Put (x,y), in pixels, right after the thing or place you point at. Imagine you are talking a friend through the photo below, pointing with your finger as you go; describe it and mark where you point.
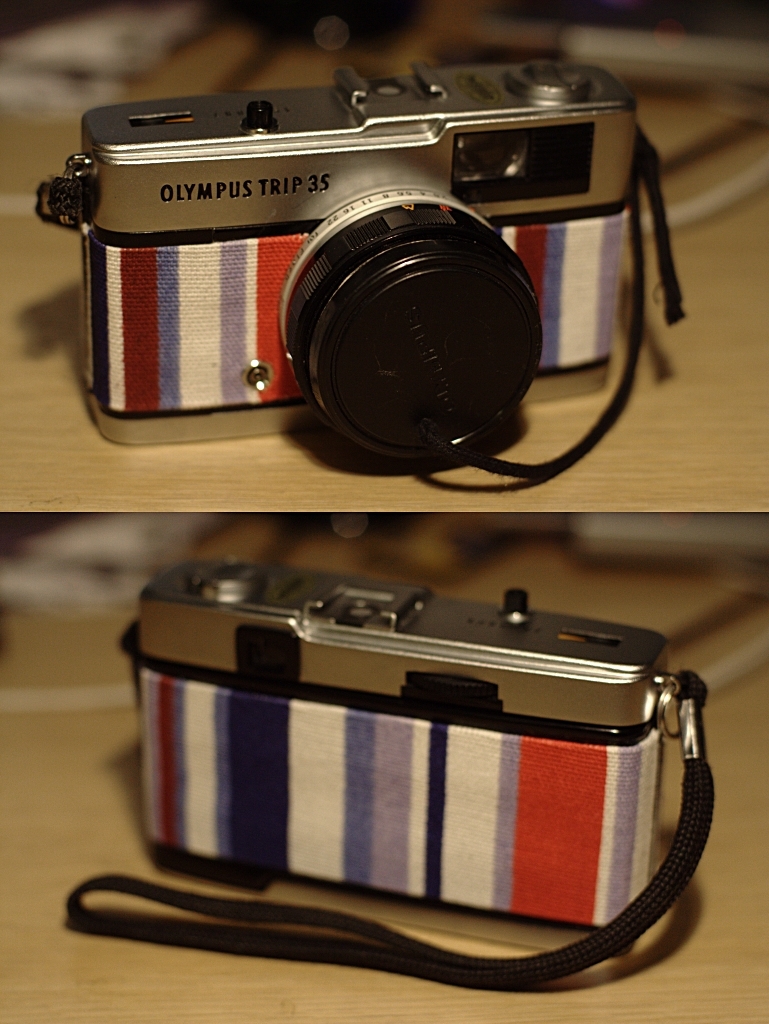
In the image there is a camera (374,142) on table (289,458), this is a grid image.
